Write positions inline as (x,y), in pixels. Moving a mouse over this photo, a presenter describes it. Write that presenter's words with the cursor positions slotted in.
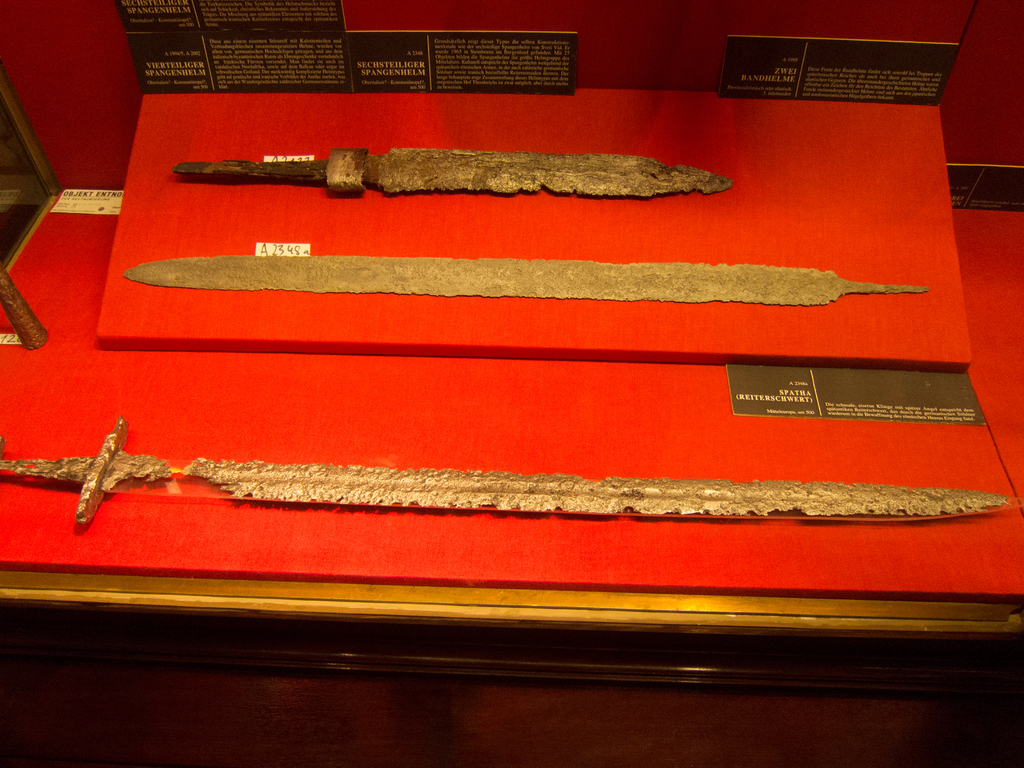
In the image there are three ancient objects (391,182) kept on a red surface (475,222) and there is some information (370,49) mentioned on the black cards (900,409) around those objects (156,473).
